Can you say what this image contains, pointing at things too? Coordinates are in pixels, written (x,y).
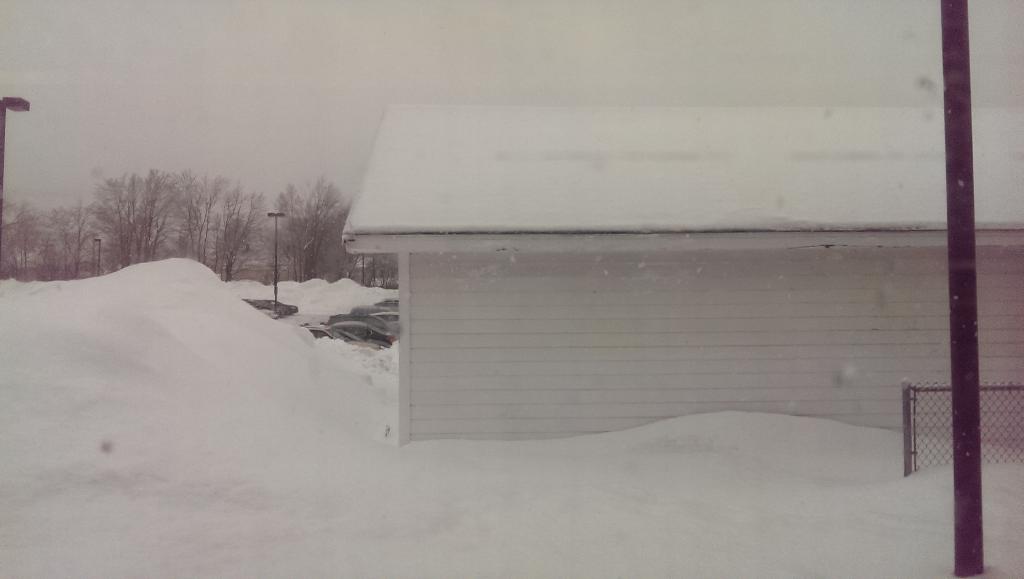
In this image there is a shed (500,371) and we can see snow (401,455). There are poles (1,174) and trees (220,220). On the right (929,430) there is a mesh (941,414). In the background (241,78) we can see sky (368,56).
